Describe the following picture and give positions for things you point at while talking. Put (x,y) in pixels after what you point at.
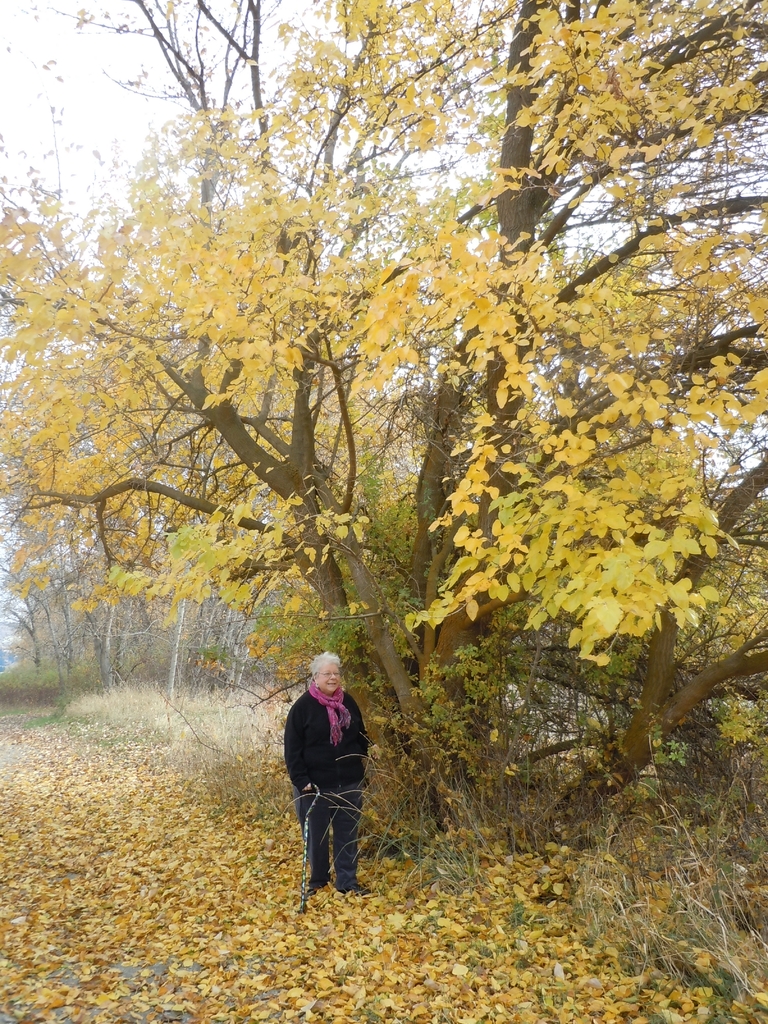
In this image, we can see a person (318,768) wearing clothes (308,720) and standing in front of the tree (337,605). There are some dry leaves (308,940) on the ground (84,912).
